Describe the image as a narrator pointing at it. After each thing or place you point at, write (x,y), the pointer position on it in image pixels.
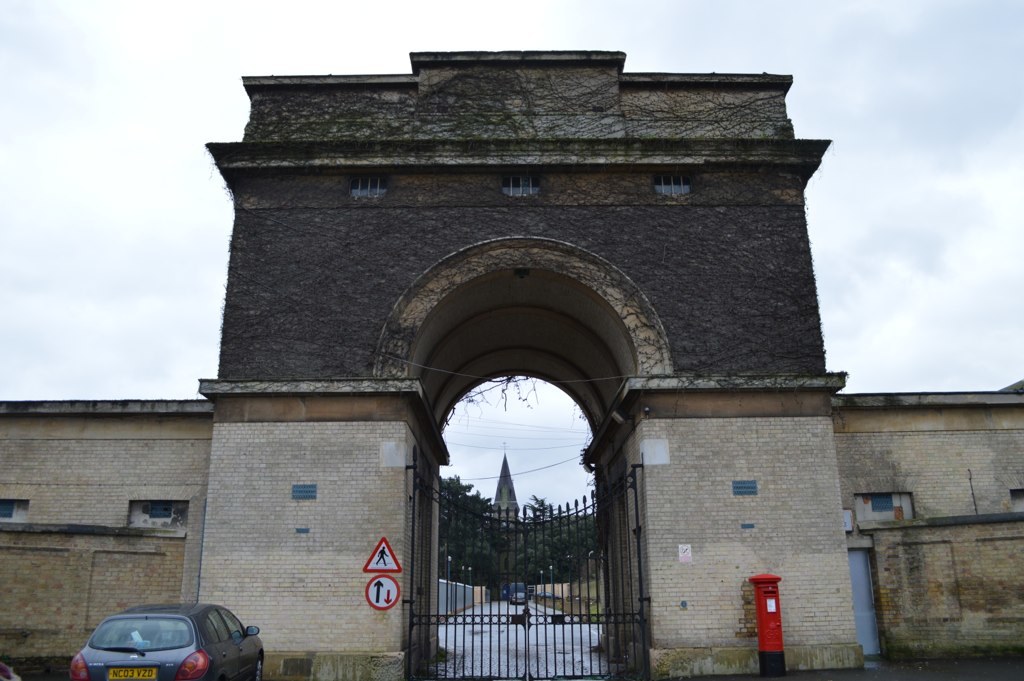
In this image I can see an arch (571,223) of the building (419,460) and in center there is an iron gate (553,619). There is a mail box (766,635), sign board (378,601), a car (218,646) in front of the building (748,672), and in the background (911,208) there is a sky (937,132).
